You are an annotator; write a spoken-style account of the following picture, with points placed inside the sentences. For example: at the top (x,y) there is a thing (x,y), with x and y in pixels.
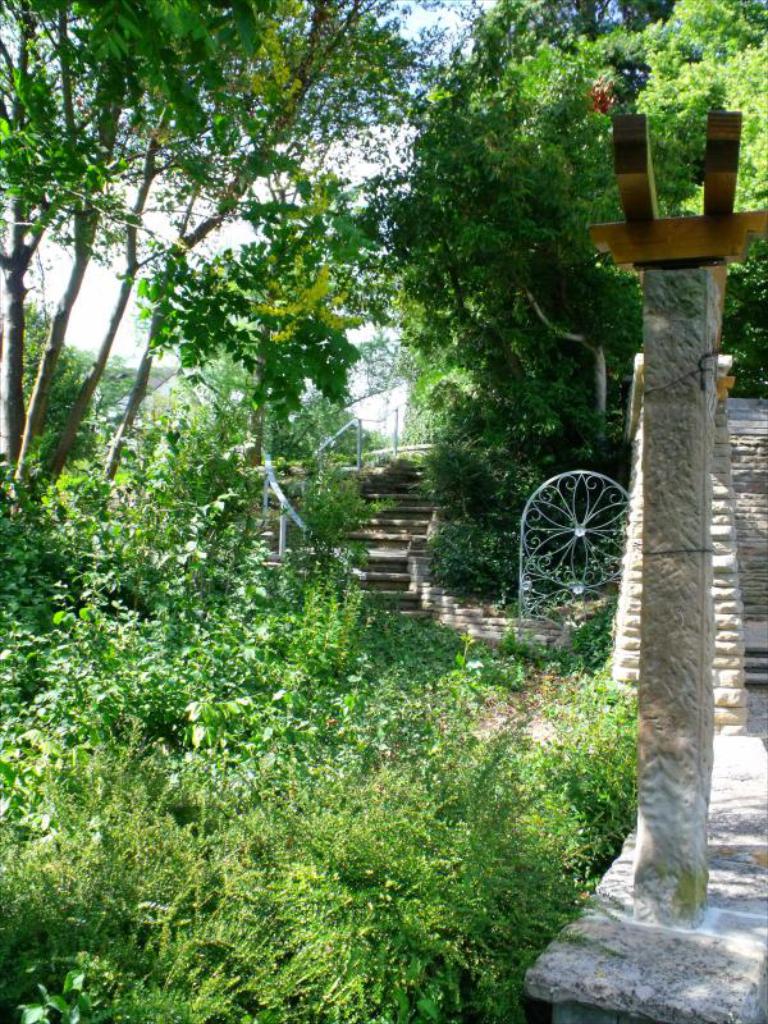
In this picture I can see there are few plants (230,780) on to left (220,936) and there are few stairs (392,539) in the backdrop (362,478) and there are trees (525,121) and the sky (99,269) is clear.
